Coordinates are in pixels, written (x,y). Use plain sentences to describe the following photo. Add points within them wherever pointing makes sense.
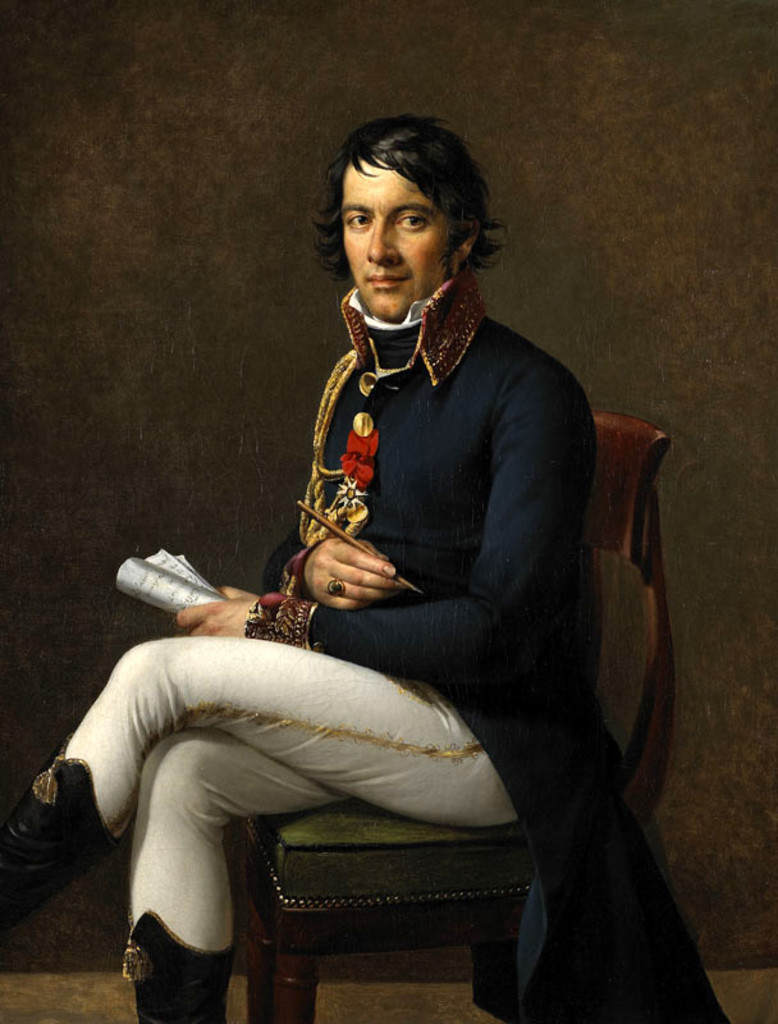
As we can see in the image there is a wall (70,149) and a person (503,531) sitting on chair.
